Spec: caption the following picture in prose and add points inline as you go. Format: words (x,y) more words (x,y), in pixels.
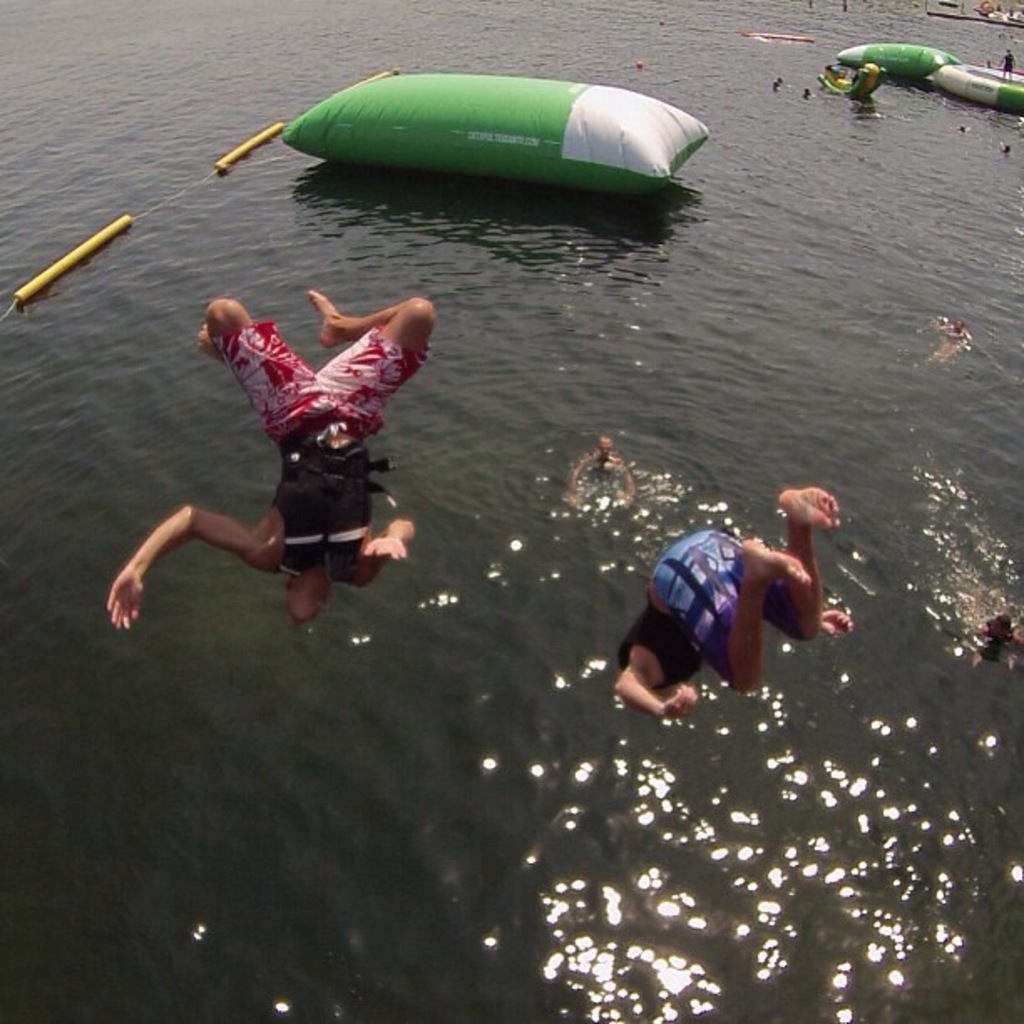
This image is taken outdoors. At the bottom of the image (473,831) there is a river (378,844) with water (161,758). In the middle of the image (362,398) two men (293,473) are diving and a few men (982,626) are swimming in the river (877,396). At the top of the image (428,147) there are a few floating tubes (498,115) on the river (961,57) and there are a few people (1011,58).
